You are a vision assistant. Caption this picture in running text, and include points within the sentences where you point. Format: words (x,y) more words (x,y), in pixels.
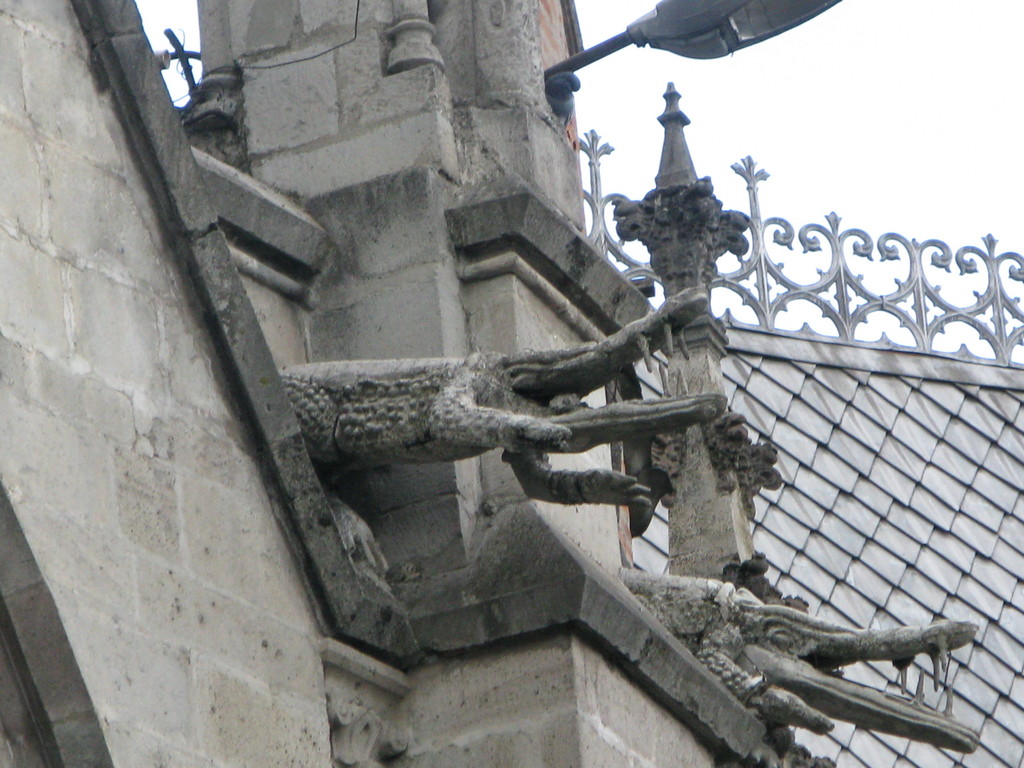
In this picture I can see the wall (365,206) in front (42,98) and I can see 2 sculptures (487,396) and on the top of this picture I can see a light (821,9). On the right side of this picture (861,436) I can see a roof (808,433). I see that it is white color in the background (759,128).
